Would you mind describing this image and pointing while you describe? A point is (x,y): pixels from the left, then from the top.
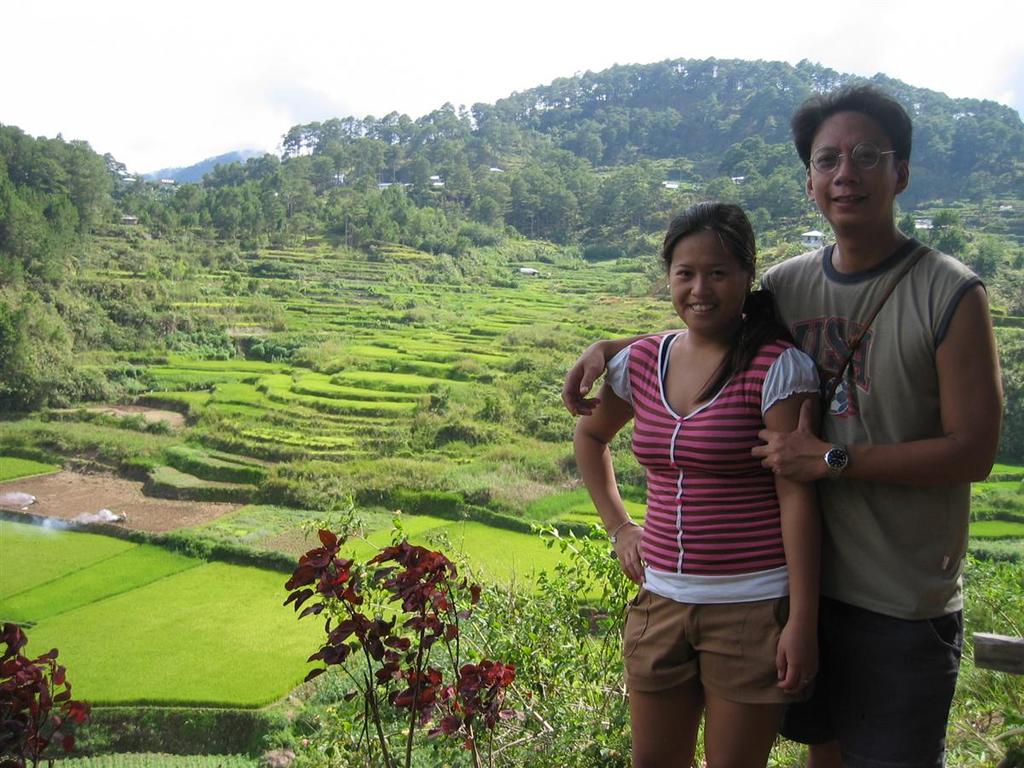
In this picture I can see a man (820,323) and a woman (763,387) standing in front (698,293) and I see that they're smiling. In the background (513,310) I can see the grass (252,516), plants (296,577) and number of trees (534,143). I can also see the sky (518,21).
